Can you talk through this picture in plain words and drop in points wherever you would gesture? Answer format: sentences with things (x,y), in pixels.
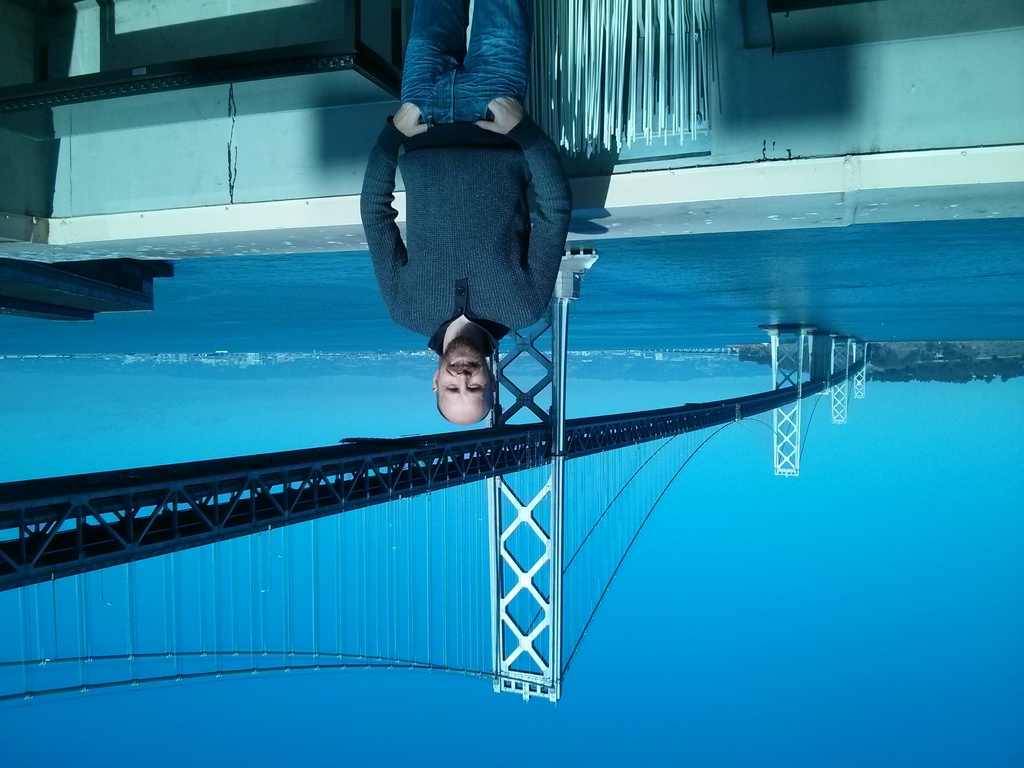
This image is taken outdoors. At the bottom of the image (665,673) there is the sky (748,592). At the top of the image (414,160) a man (459,201) is standing and there is a wall (330,135). In the background (934,366) there are a few trees (947,371). There are many buildings (212,358) and there is a river (791,288) with water (309,324). There is a bridge (654,430) with pillars (556,552), iron bars (545,537) and there are a few ropes (630,546).
